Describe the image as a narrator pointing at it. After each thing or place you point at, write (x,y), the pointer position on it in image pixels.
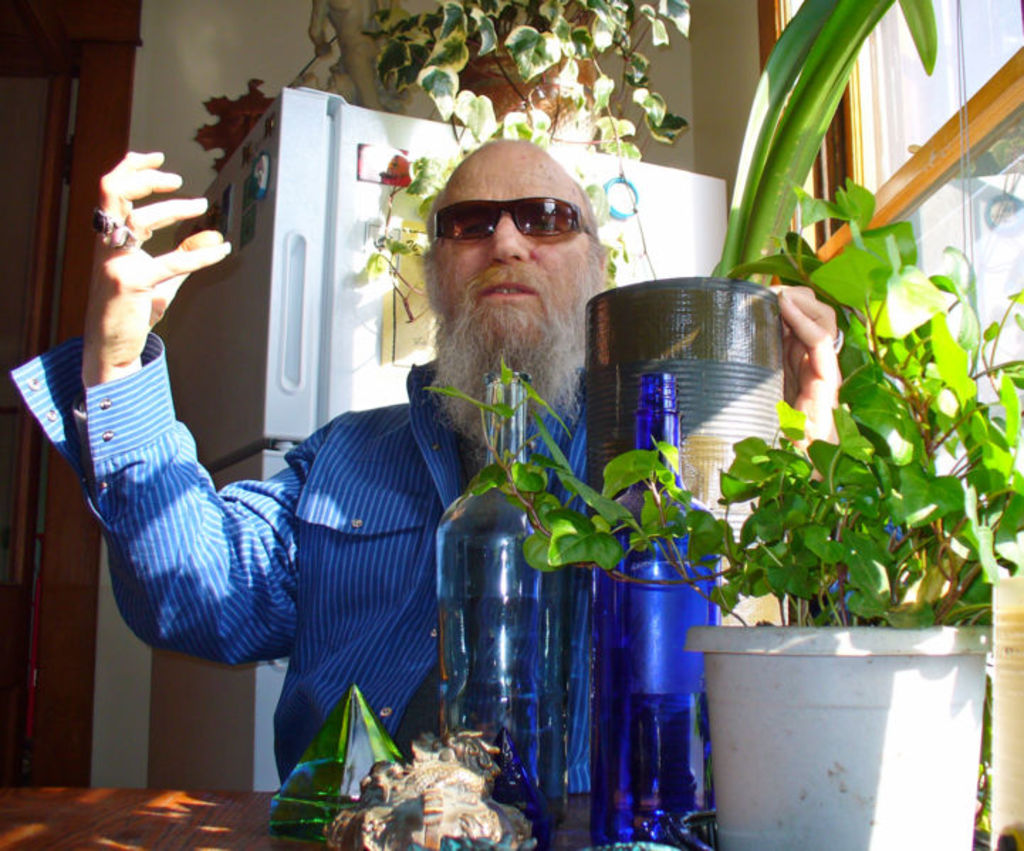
In this image I see a man (294,503) who is wearing a shirt (356,619) which is of blue in color and I see that he is wearing shades (570,223) and he is holding a thing (627,358) in his hand (802,343) and I see a table (16,791) over here on which there are 2 bottles (483,603) and I see a plant (766,546) in the pot (770,748) and I see few things (320,739) over here. In the background (236,782) I see the refrigerator (354,361) on which there is another plant (425,85) and I see the window (765,20) over here and I see the white wall (152,40).
